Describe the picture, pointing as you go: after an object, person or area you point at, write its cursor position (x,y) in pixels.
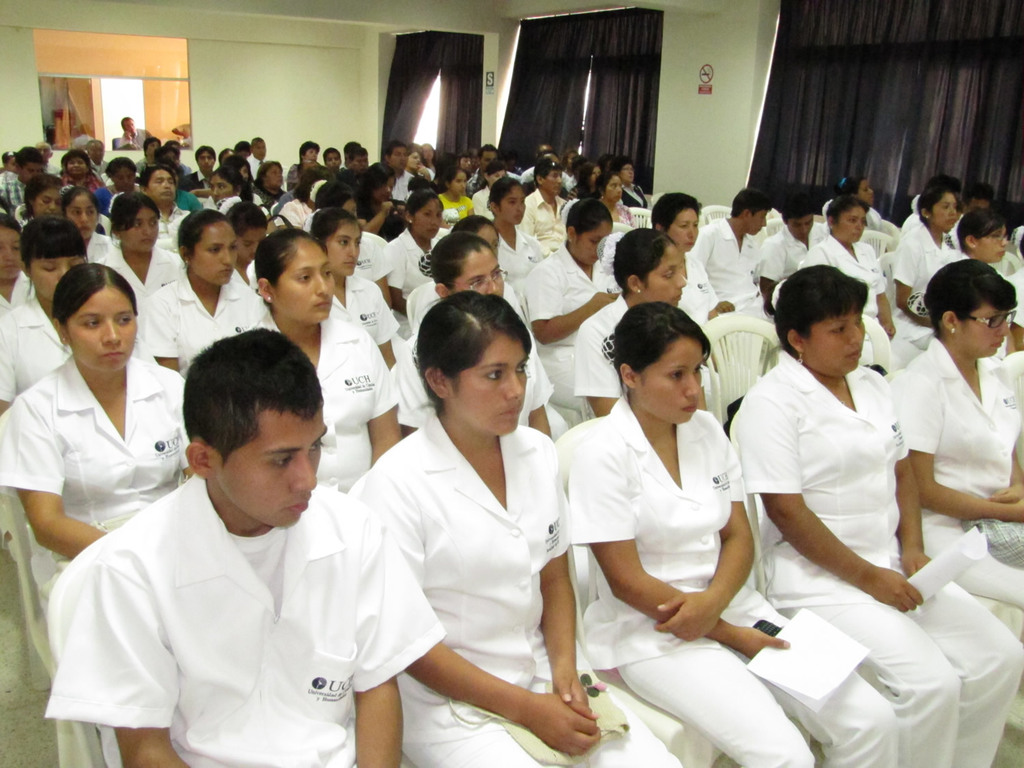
In the image we can see there are people (420,378) sitting on the chairs (761,576) and there are people (711,587) holding papers (931,568) in their hand (895,572). Behind there is curtains (457,121) on the window (503,115) and there is a man (123,137) sitting on the chair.
